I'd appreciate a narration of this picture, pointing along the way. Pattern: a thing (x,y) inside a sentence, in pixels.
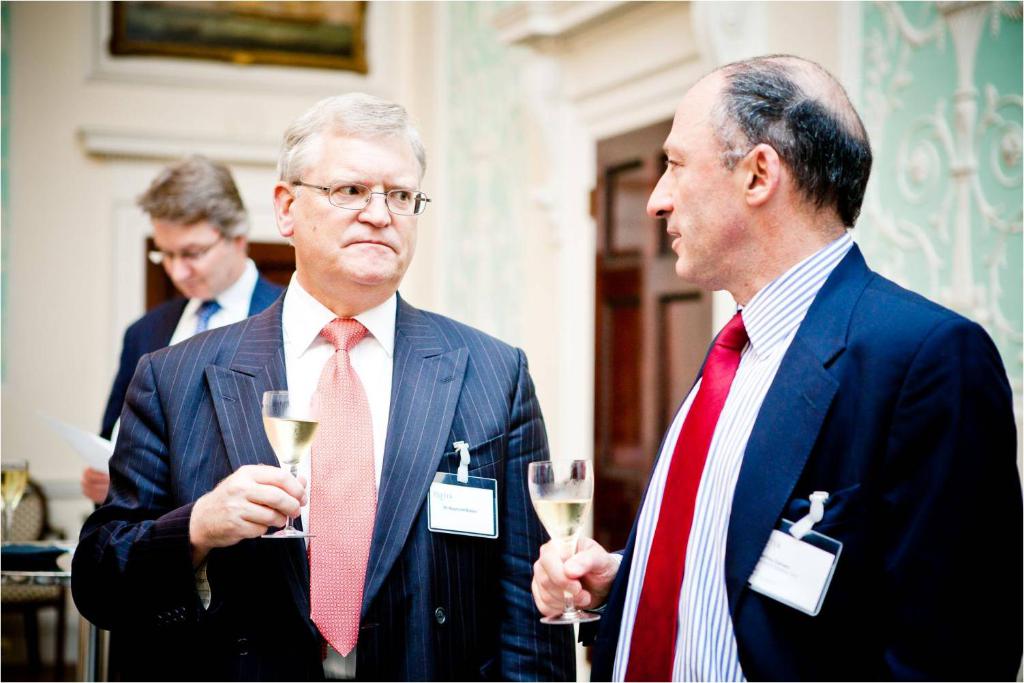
There are two men (375,310) standing and holding glasses (289,420) with drink (304,443). In the background (502,123) we can see a man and we can see glass (13,504) on the surface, chair (12,533), wall (23,415) and door (642,298).
